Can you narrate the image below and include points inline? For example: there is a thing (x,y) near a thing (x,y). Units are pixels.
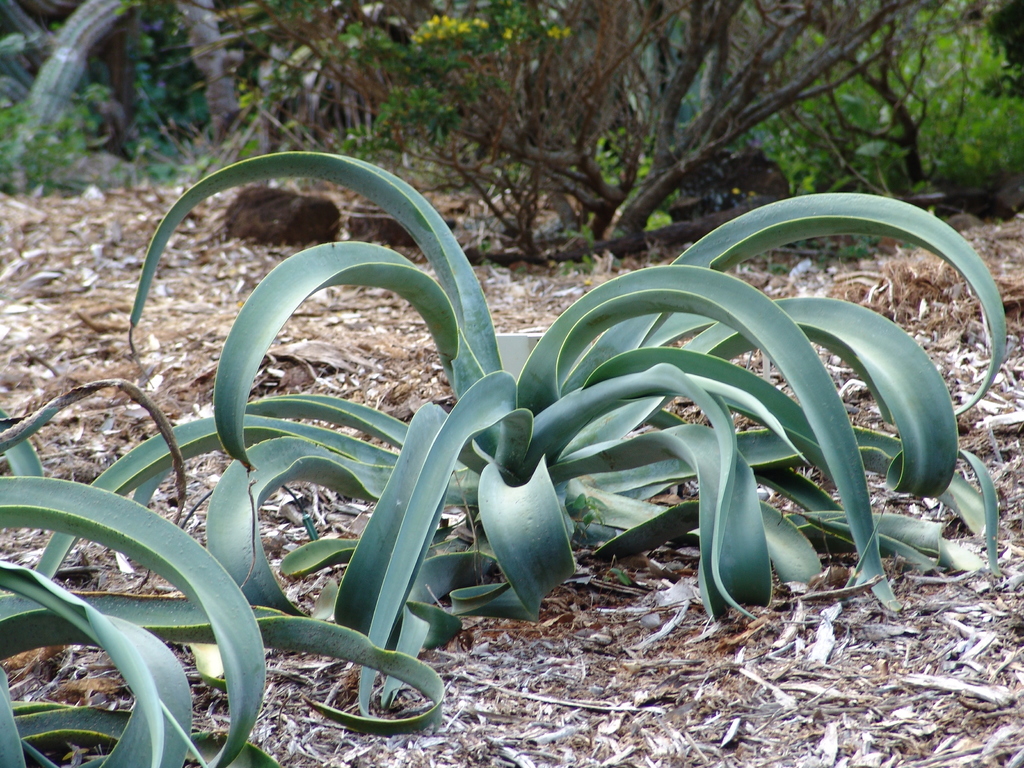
This image consists of plants (138,545). At the bottom (615,741), there are dried leaves (676,654) on the ground (691,667). In the background (560,24), there are trees (637,16) and rocks (257,233).
